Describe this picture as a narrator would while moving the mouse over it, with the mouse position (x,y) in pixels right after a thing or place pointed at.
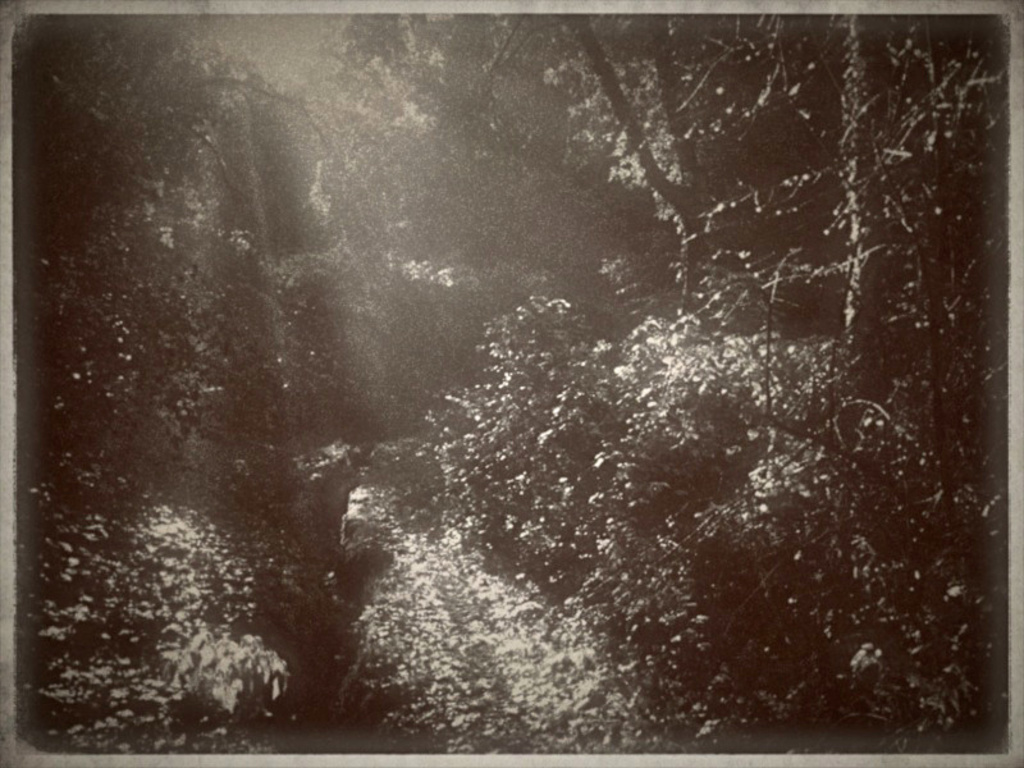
I can see this is an edited image. Also I can see there are trees (111,327).
